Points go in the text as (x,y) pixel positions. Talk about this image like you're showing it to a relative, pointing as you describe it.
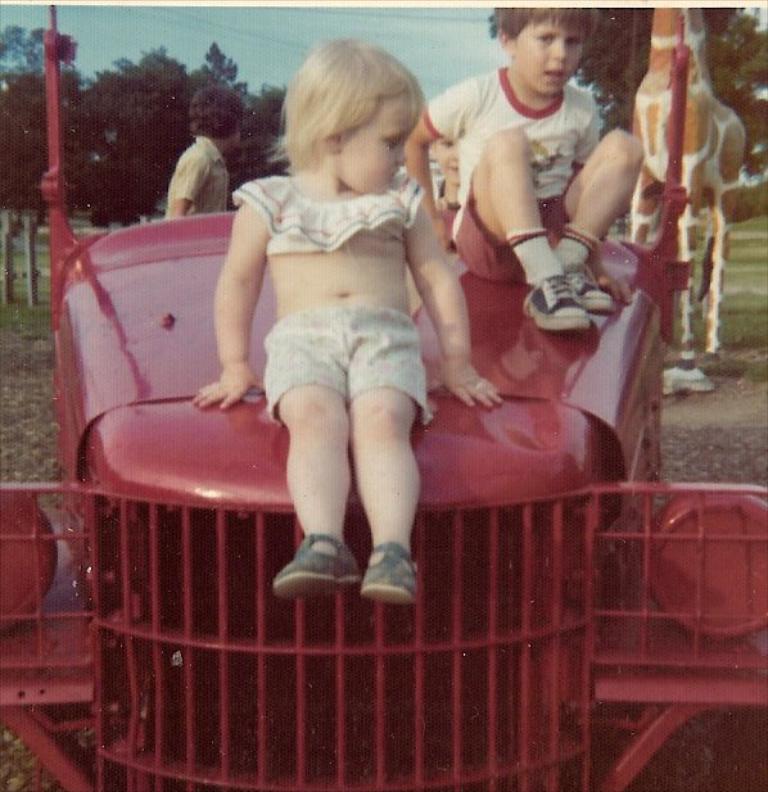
In this picture we can see two people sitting on a tractor shape toy (171,566) on the ground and in the background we can see people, giraffe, metal poles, trees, sky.
